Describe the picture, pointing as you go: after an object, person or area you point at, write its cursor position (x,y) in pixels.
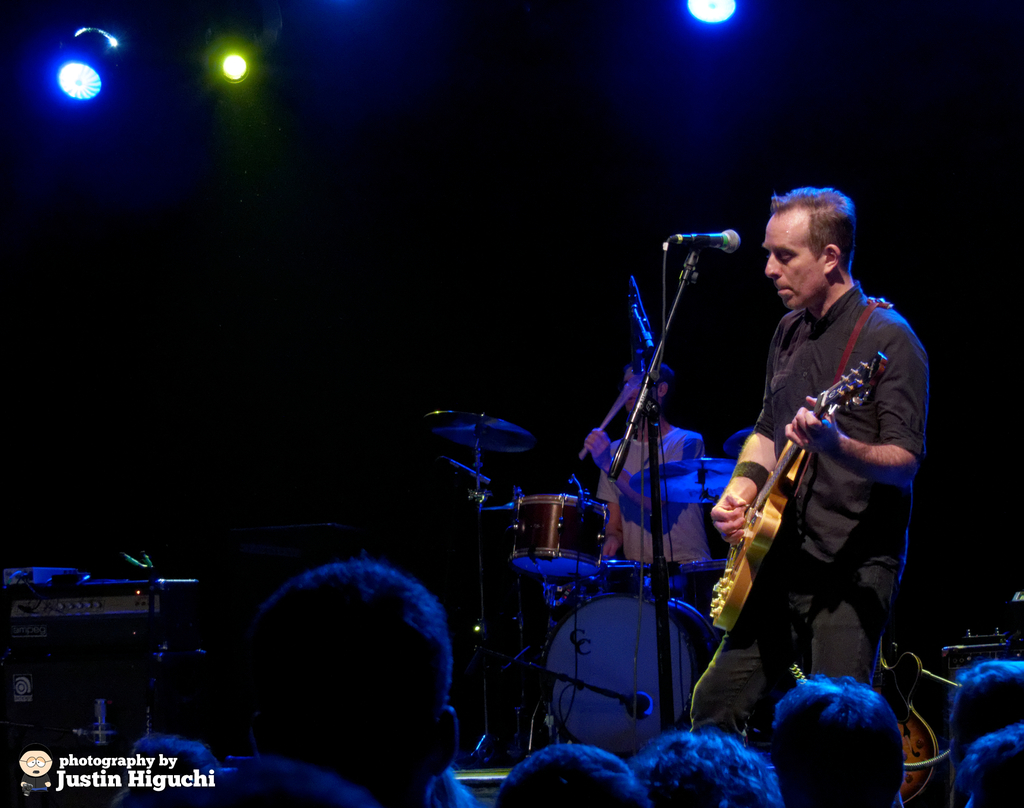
The person (850,448) wearing black dress (847,427) is playing guitar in front of a mike (657,531) and there is a person (675,515) playing drums (591,529) beside him and there are audience (449,699) in front of them.
